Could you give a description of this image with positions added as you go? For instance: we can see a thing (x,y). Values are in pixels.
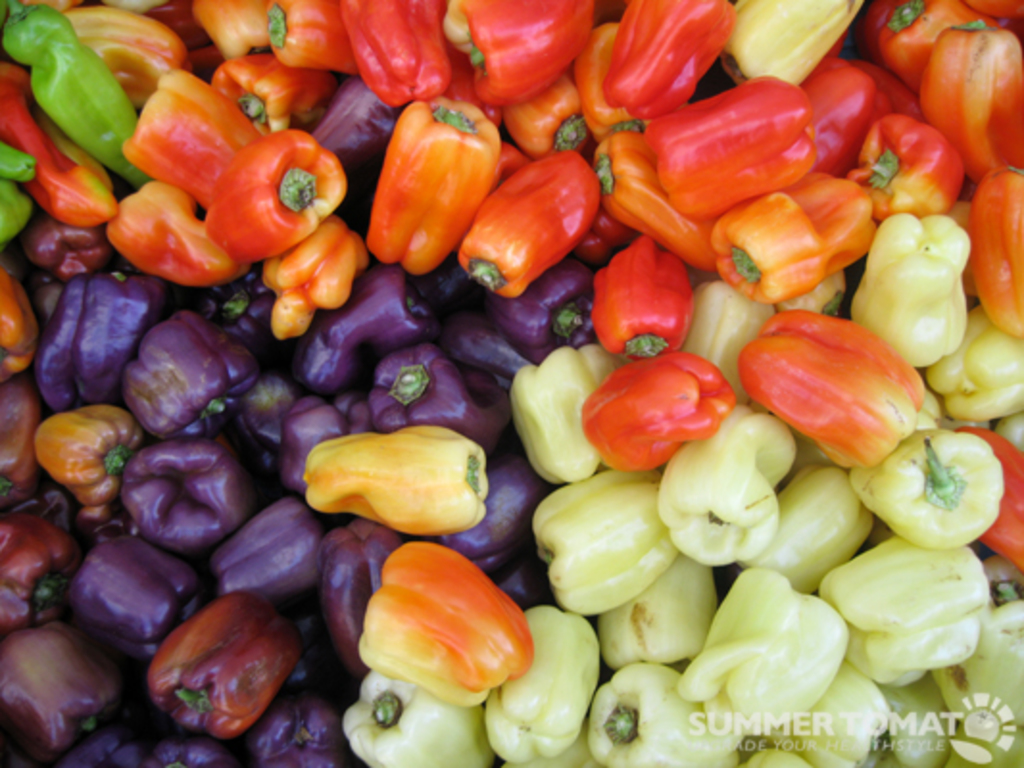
In this image I can see a red, violet, light green and dark green capsicums (190,470) and a text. This image is taken may be in a market during a day.
